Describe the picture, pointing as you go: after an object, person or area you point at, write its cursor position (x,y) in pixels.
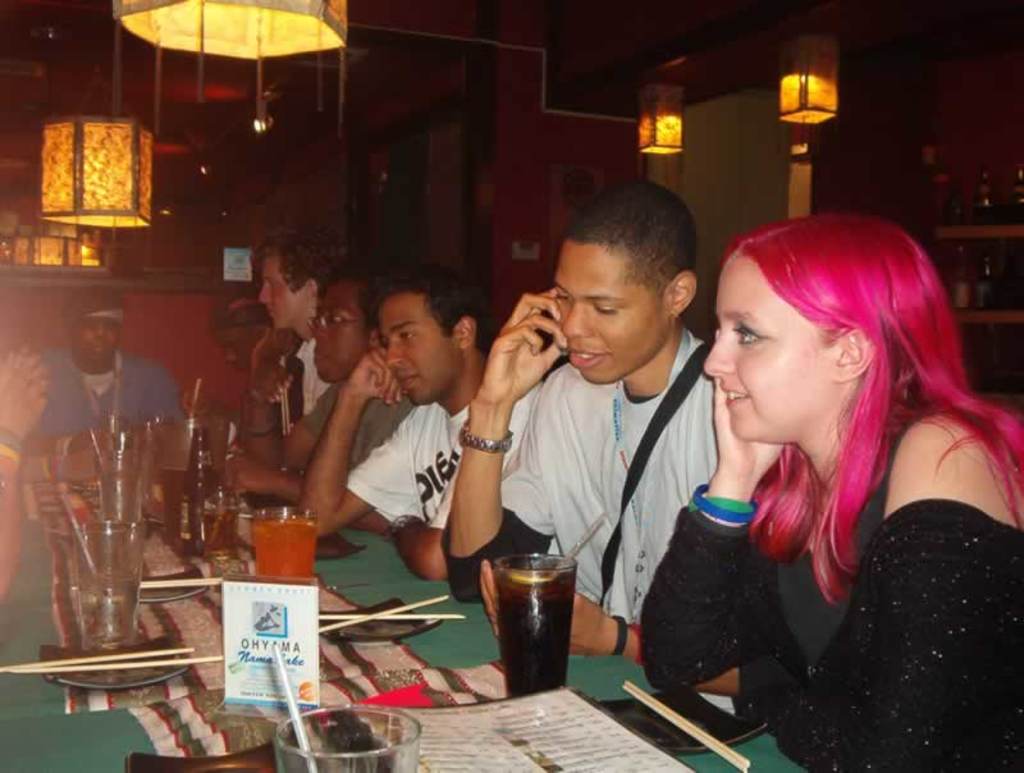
This is a picture taken in a room (299,369), there are a group of people (677,494) sitting on a chair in front of these people (496,611) there is a table (425,583) on the table (413,593) there are plate (114,673), chopsticks (73,667), glasses (111,556), board (254,633) and a menu (484,744). behind the people (328,439) there is a wall (511,183).
